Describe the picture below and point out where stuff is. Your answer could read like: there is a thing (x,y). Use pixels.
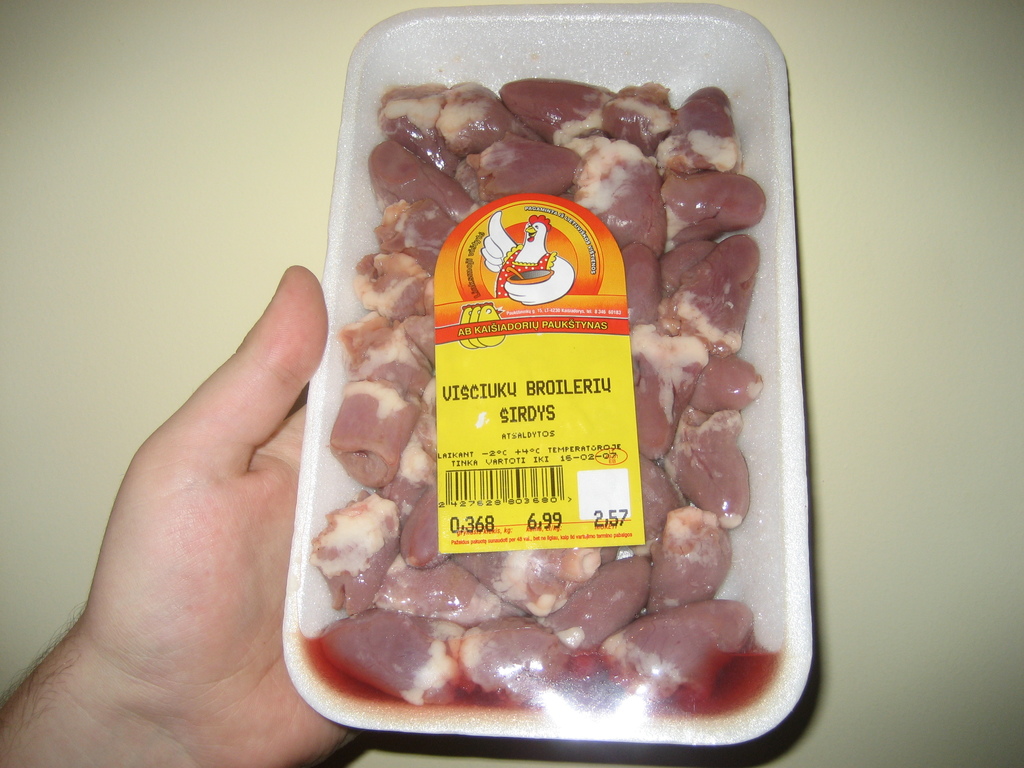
In this picture we can see a box (314,683) on a person's hand (273,617), in this box (322,695) we can see meat (680,678), sticker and we can see a wall (1007,121) in the background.
